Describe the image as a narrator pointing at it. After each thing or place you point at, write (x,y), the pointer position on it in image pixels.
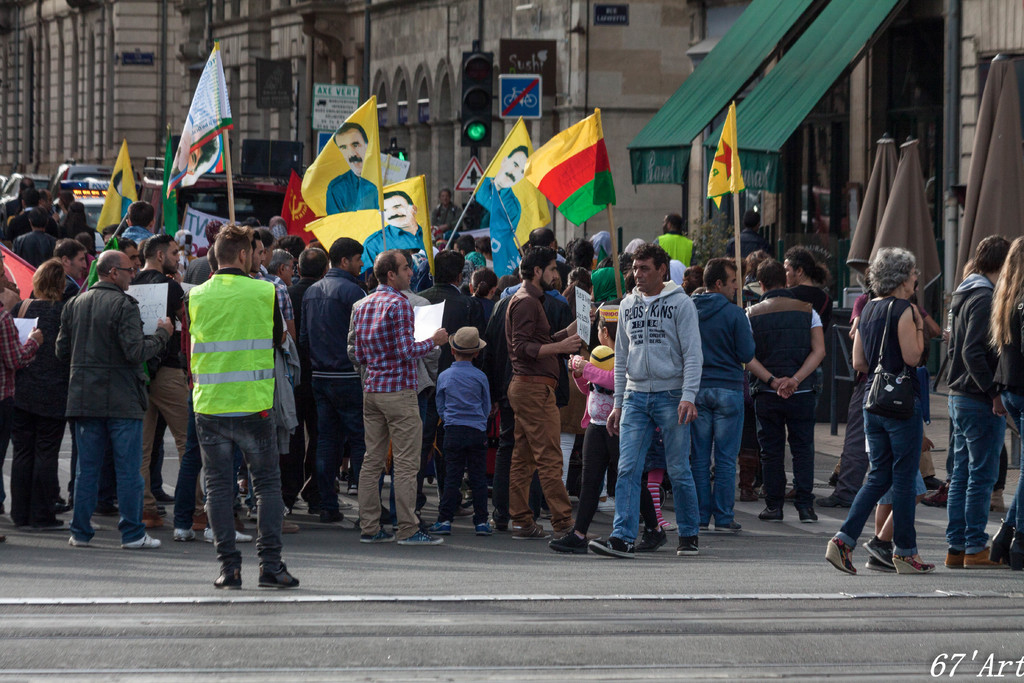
In the center of the image (483,337) a group of people (432,294) are standing. Some of them are holding flags (353,222) and some of them are holding papers (429,326). At the top of the image (97,50) we can see buildings (391,29), traffic lights (486,94), boards (548,90), tent (753,46), clothes (896,191), poles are there. At the bottom of the image (611,639) road (645,605) is there.
